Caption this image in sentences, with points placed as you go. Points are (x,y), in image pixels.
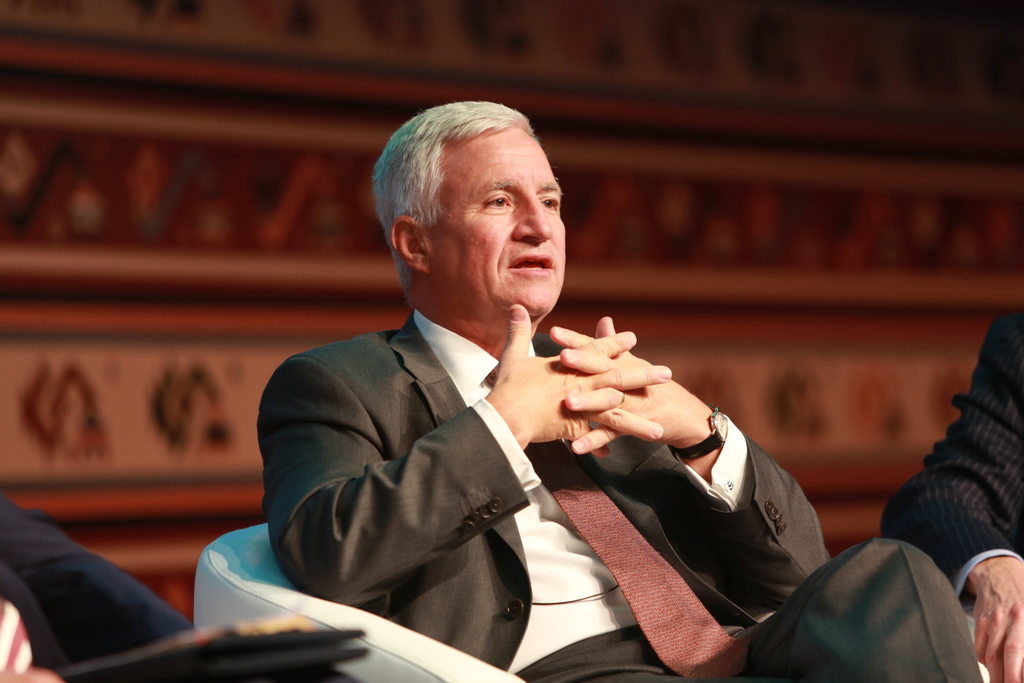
In this picture I can observe a man (479,446) sitting in the chair (396,669). He is wearing coat (436,457) and a tie (587,529). The background is blurred.
